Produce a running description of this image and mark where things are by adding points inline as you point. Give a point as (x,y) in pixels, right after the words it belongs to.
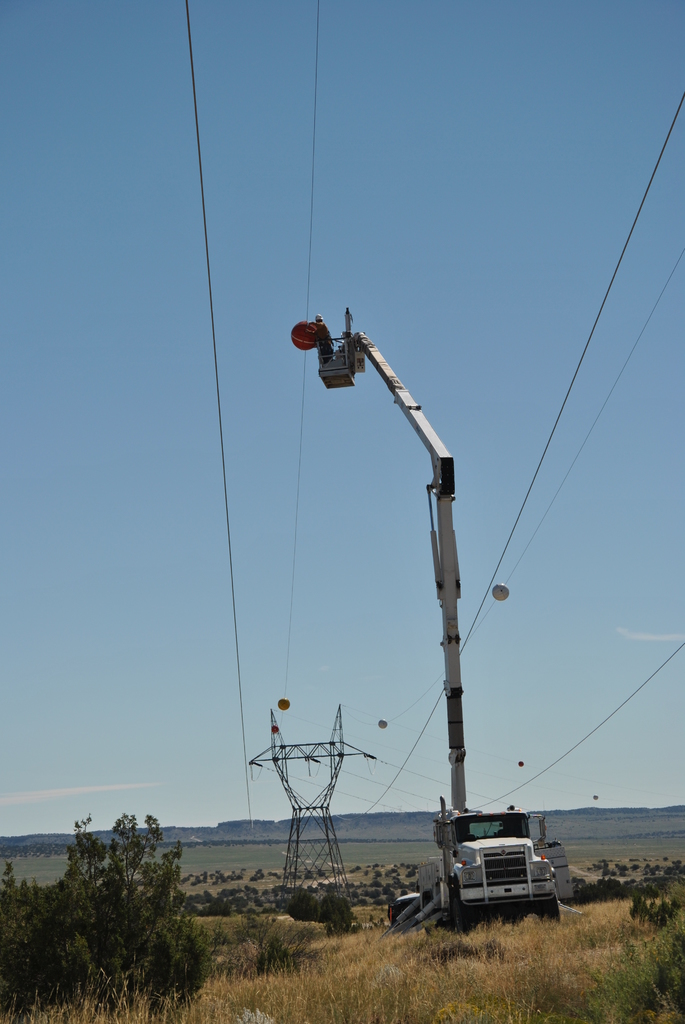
In this image we can see a person (326,355) standing in a cage (336,371) of a crane (511,891) placed on the ground (521,940), holding a ball (302,334) in his hand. In the background (656,879), we can see a group of trees (664,886), a metal tower (334,782) with cables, mountains (217,837) and the sky (164,674). In the foreground (209,986) we can see the grass (262,978).
